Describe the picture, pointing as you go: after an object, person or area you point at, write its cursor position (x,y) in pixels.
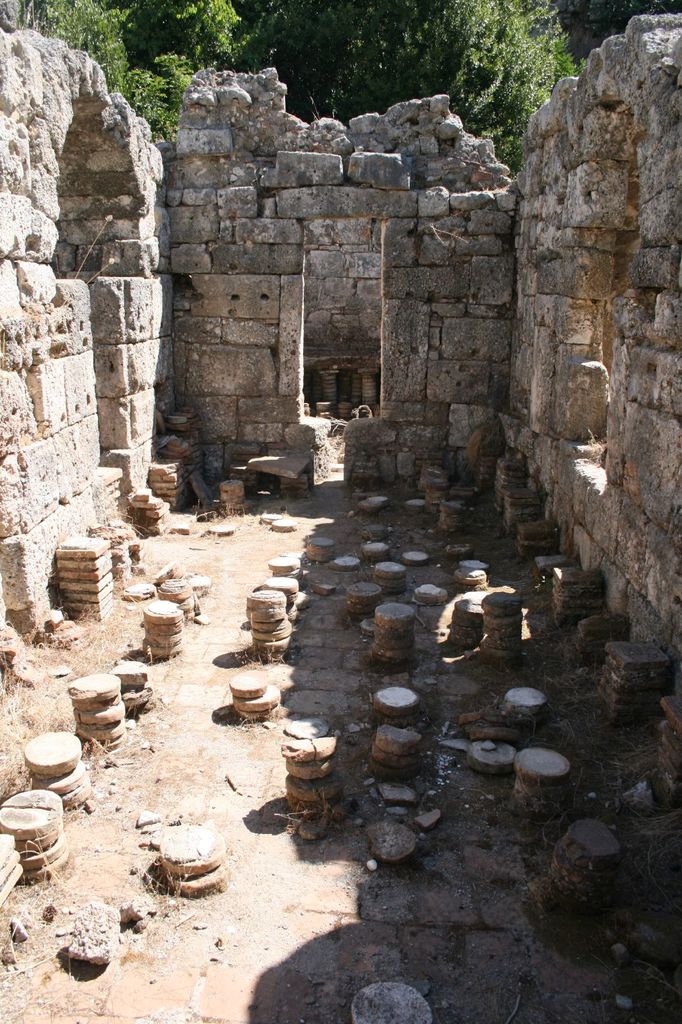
In this image we can see a wall (548,452) made with rocks (512,354). In the foreground (125,861) we can see group of stones (328,742) placed on the ground (469,781). In the background (496,38), we can see a tree (289,50).
